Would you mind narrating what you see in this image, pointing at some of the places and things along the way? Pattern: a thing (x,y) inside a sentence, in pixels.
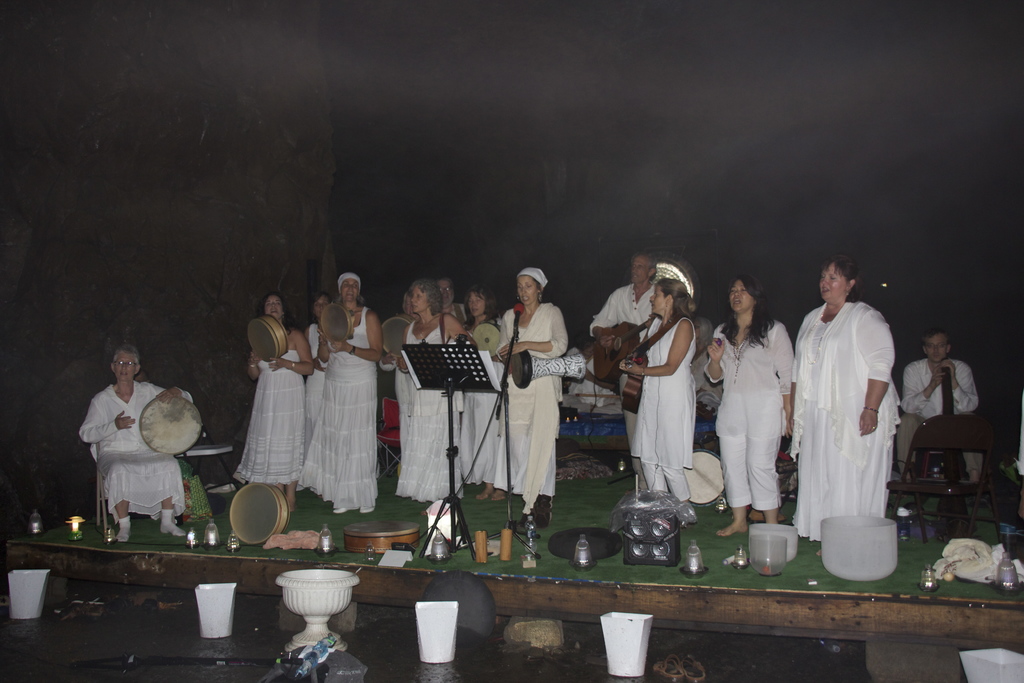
In this image there are a group of people (819,508) who are standing and some of them are holding some drums (258,344) and playing. And there are some mics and two of them are holding guitars (638,374), at the bottom (852,547) there are some lights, containers (871,558) and some clothes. In the background (847,235) there is a wall (465,268).
